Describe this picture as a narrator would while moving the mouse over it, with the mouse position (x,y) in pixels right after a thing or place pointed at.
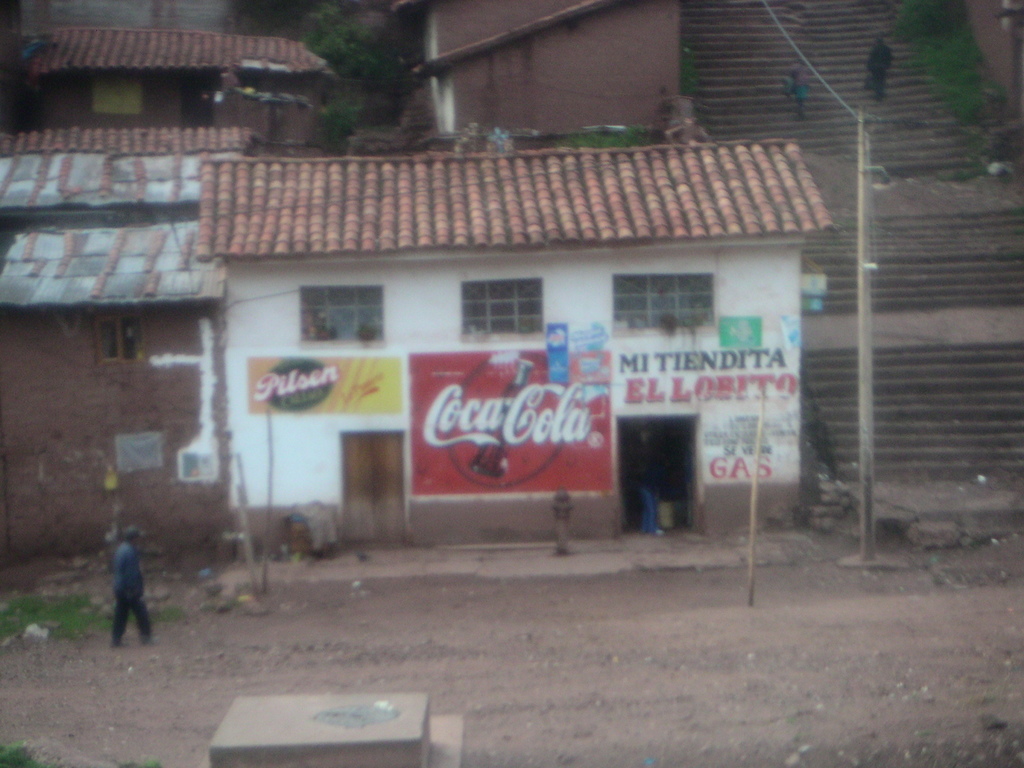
In this image I can see a box (292,725) in the front (320,722). A person (132,580) is walking and there are houses (77,198) at the back (548,451). There is a pole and stairs (898,250) on the right (895,173). A person (880,59) is standing on the stairs (883,100) and there is a plant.
